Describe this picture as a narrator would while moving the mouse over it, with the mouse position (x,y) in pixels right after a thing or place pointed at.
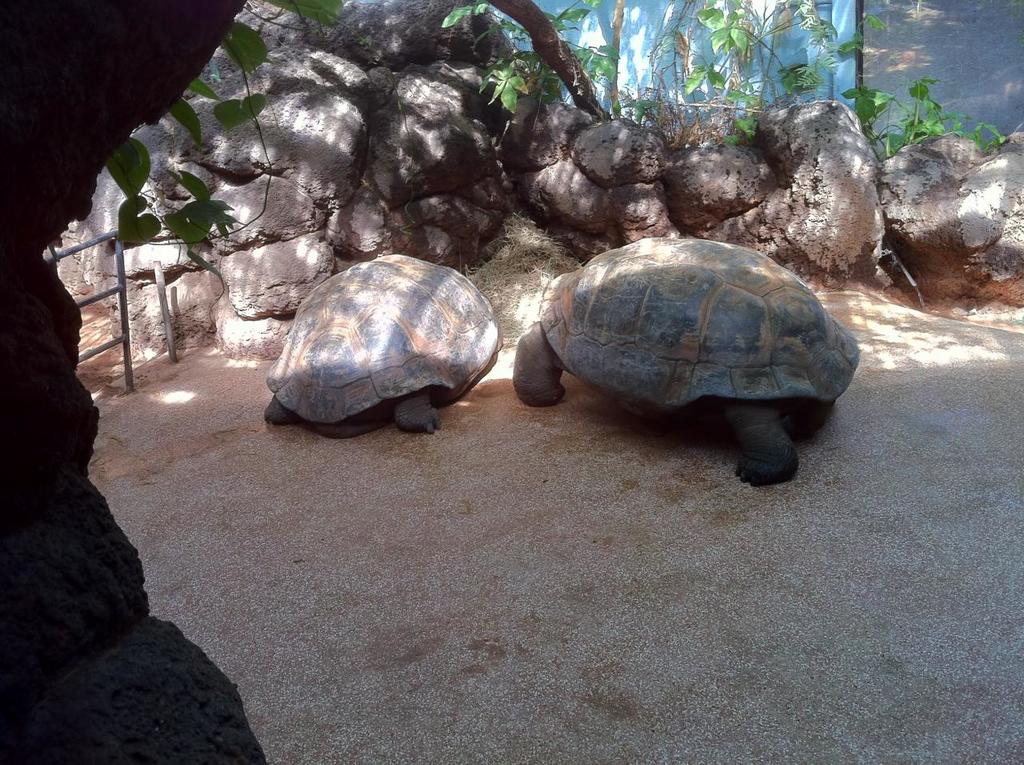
In front of the image there are two turtles (358,372), behind them there are rocks (432,189), trees (588,111), metal rod fence (119,238) and a wall (786,64). On the left side of the image (12,442) there is a tree (13,429).
